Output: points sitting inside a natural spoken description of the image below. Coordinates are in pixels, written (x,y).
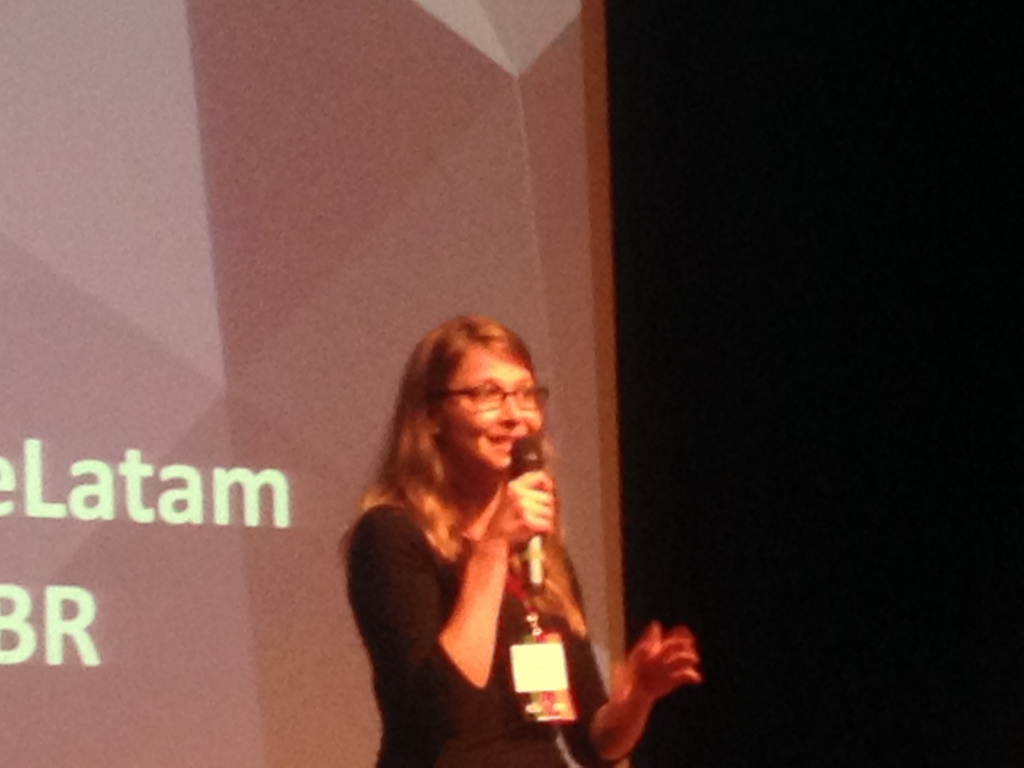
a person (519,544) is standing wearing a black t shirt (412,581), holding a microphone (536,456) in her hand (519,510). behind her at the right (748,107) there is a black background (813,247). at the left (253,308) there is a projector display (349,246).
